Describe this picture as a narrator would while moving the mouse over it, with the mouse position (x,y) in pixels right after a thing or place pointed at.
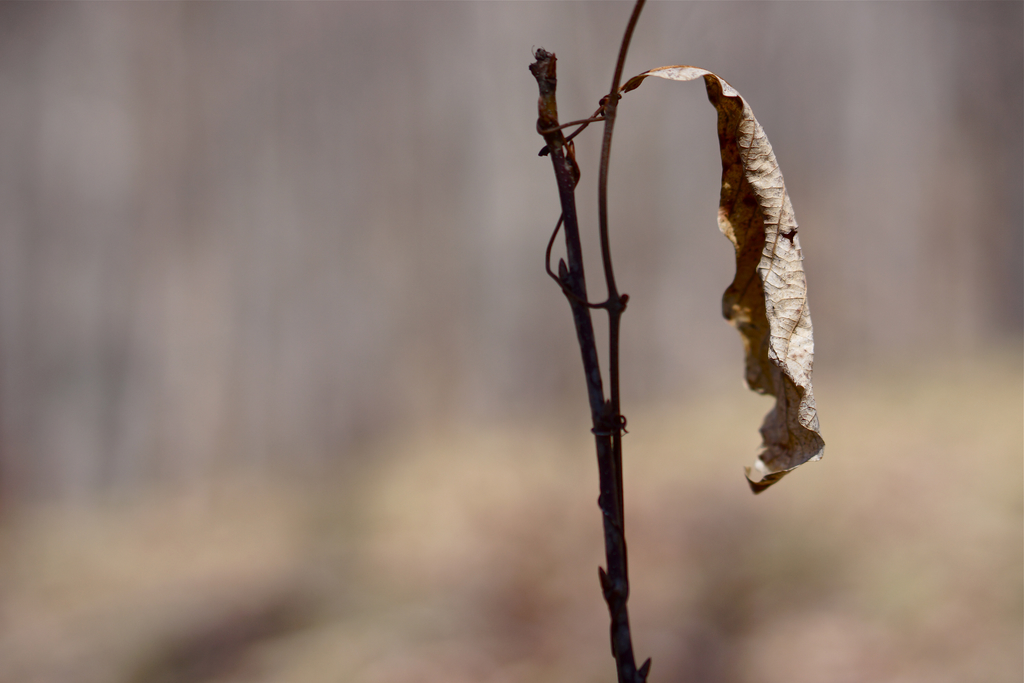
In the center of the image (617,416) we can see a dry leaf (745,282) with stem (571,264). In the background (365,278) the image is blur.
